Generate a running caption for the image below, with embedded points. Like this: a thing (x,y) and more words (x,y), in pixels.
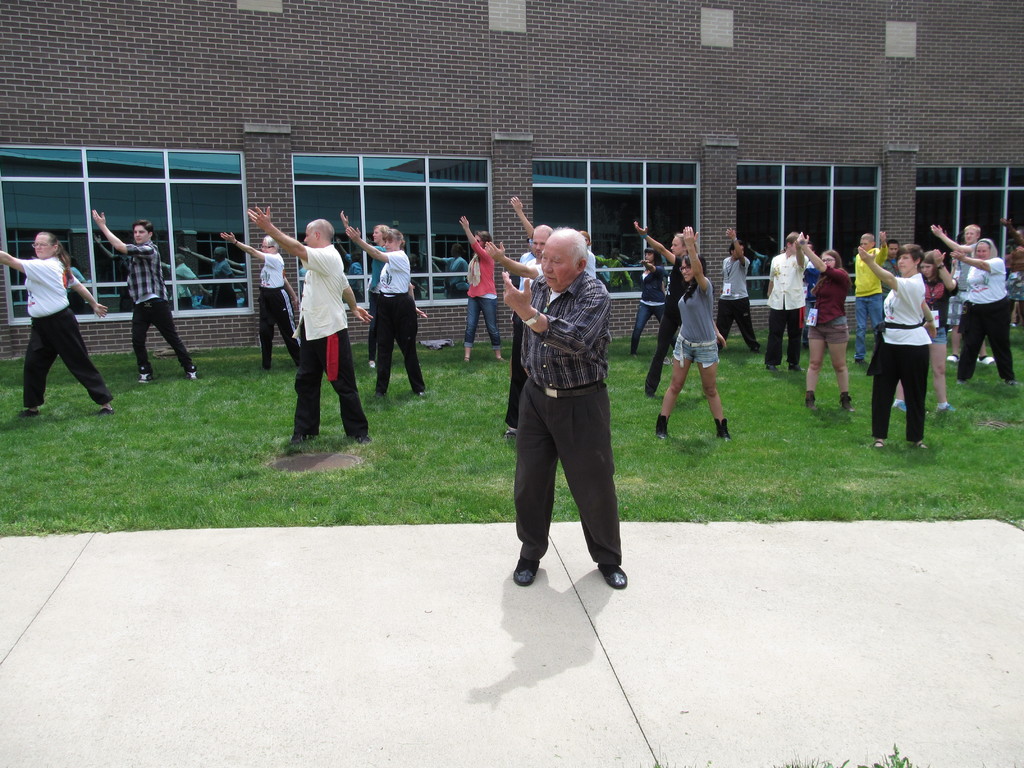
In this picture there are group of people (824,343) exercising. At the back (540,178) there is a building (749,177). At the bottom (567,513) there is grass (404,442).
